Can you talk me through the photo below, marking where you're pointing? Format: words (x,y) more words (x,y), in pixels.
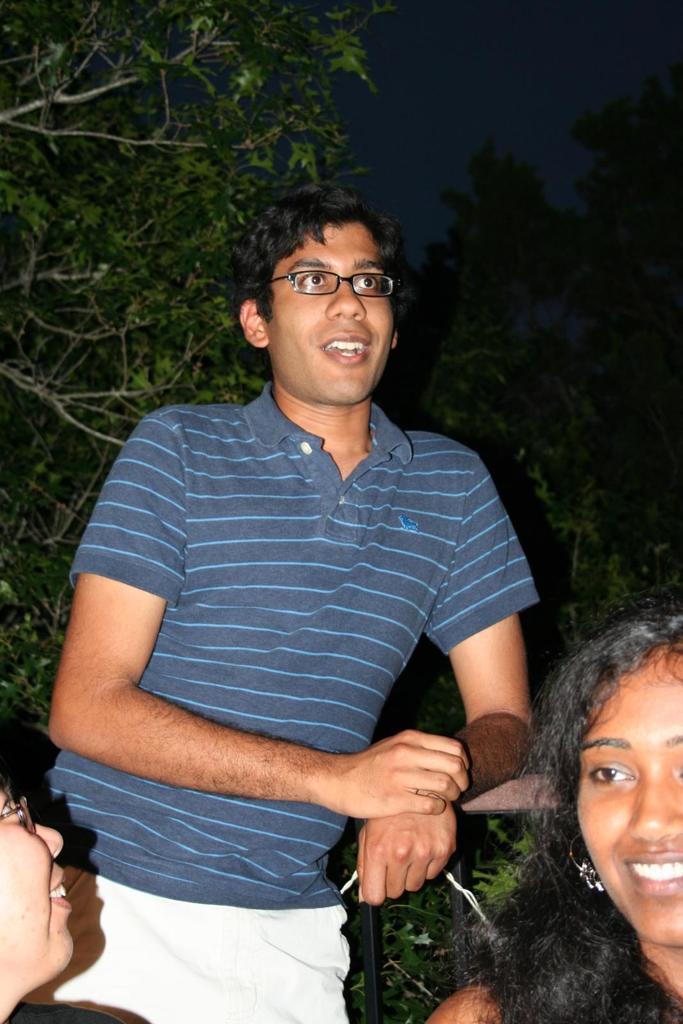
A man (355,650) is standing, he wore t-shirt (272,713), short (274,937), spectacles (389,281) and smiling. On the right side (558,820) there is a girl (593,864) smiling, on the left side (64,242) there are trees (60,261) in this image.
